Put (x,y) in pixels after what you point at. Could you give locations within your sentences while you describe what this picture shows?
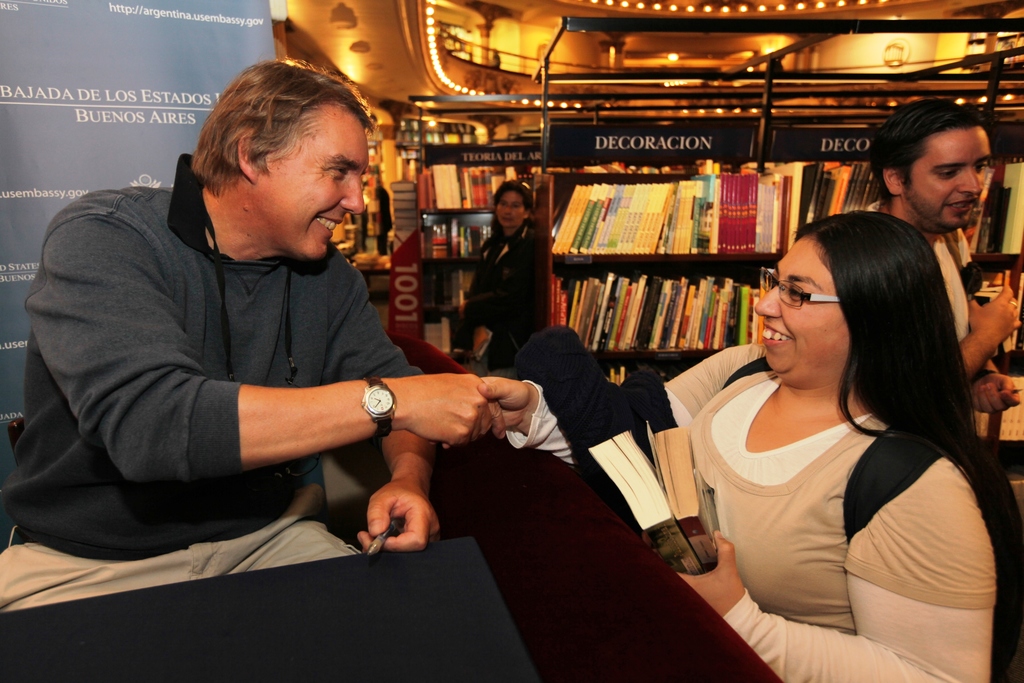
In this picture we can see a group of people (740,554) and in the background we can see bookshelves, boards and some objects (1008,59).
